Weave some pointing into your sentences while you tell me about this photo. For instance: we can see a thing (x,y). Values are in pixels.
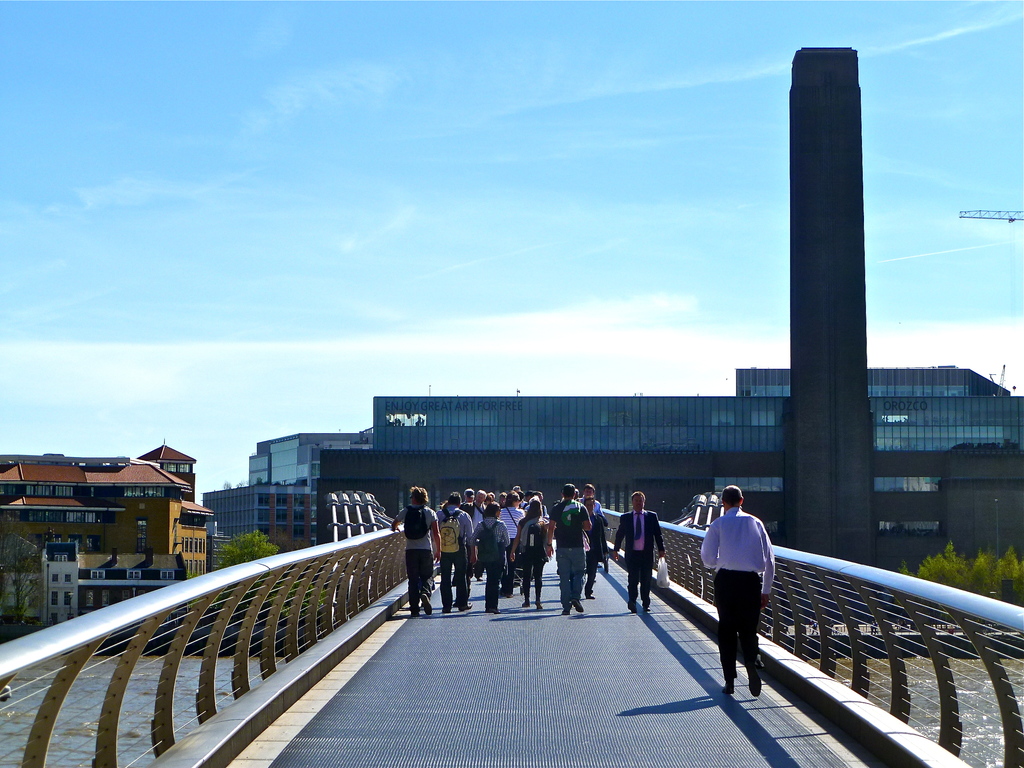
In this image I can see at the bottom (437,633) it looks like a bridge (522,690). Few people (492,590) are walking on it, at the back side (835,466) there are buildings (867,466). There are trees (969,579) on either side of this image, at the top (580,185) it is the sky (600,181).
